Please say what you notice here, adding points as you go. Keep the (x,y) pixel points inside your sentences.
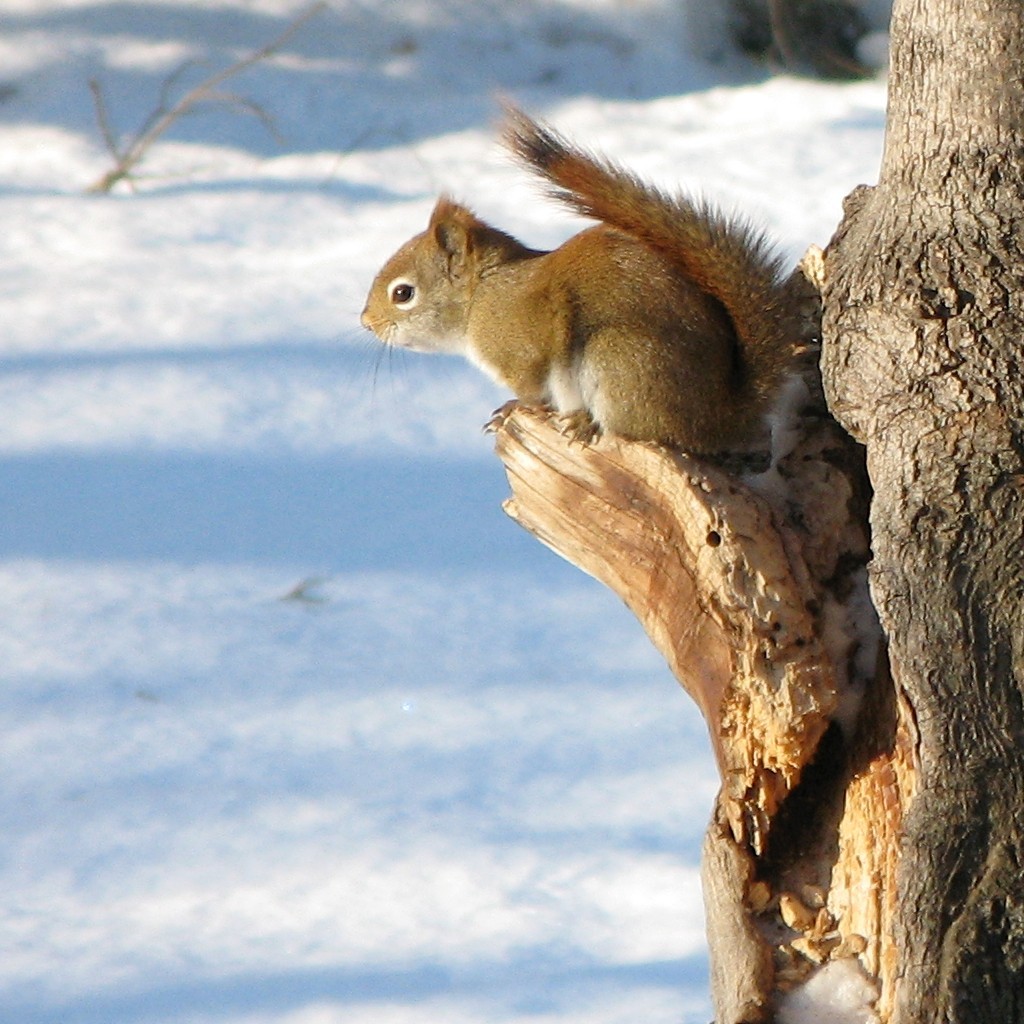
In this picture I can observe a squirrel (577,283) on the tree (681,498). The squirrel (650,403) is in brown color. In the background (355,412) I can observe some snow (360,477) on the land (256,466).
